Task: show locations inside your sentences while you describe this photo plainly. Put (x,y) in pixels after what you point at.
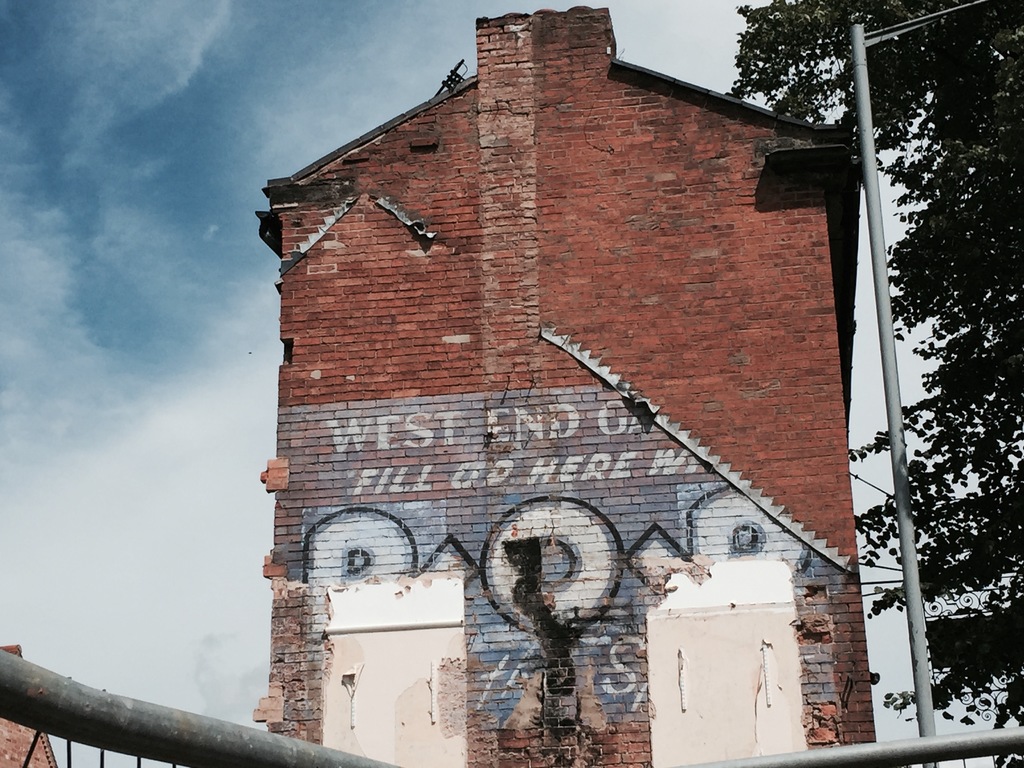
In this image I can see few buildings (707,256), trees (874,93), poles (903,571) and the sky (171,180).
